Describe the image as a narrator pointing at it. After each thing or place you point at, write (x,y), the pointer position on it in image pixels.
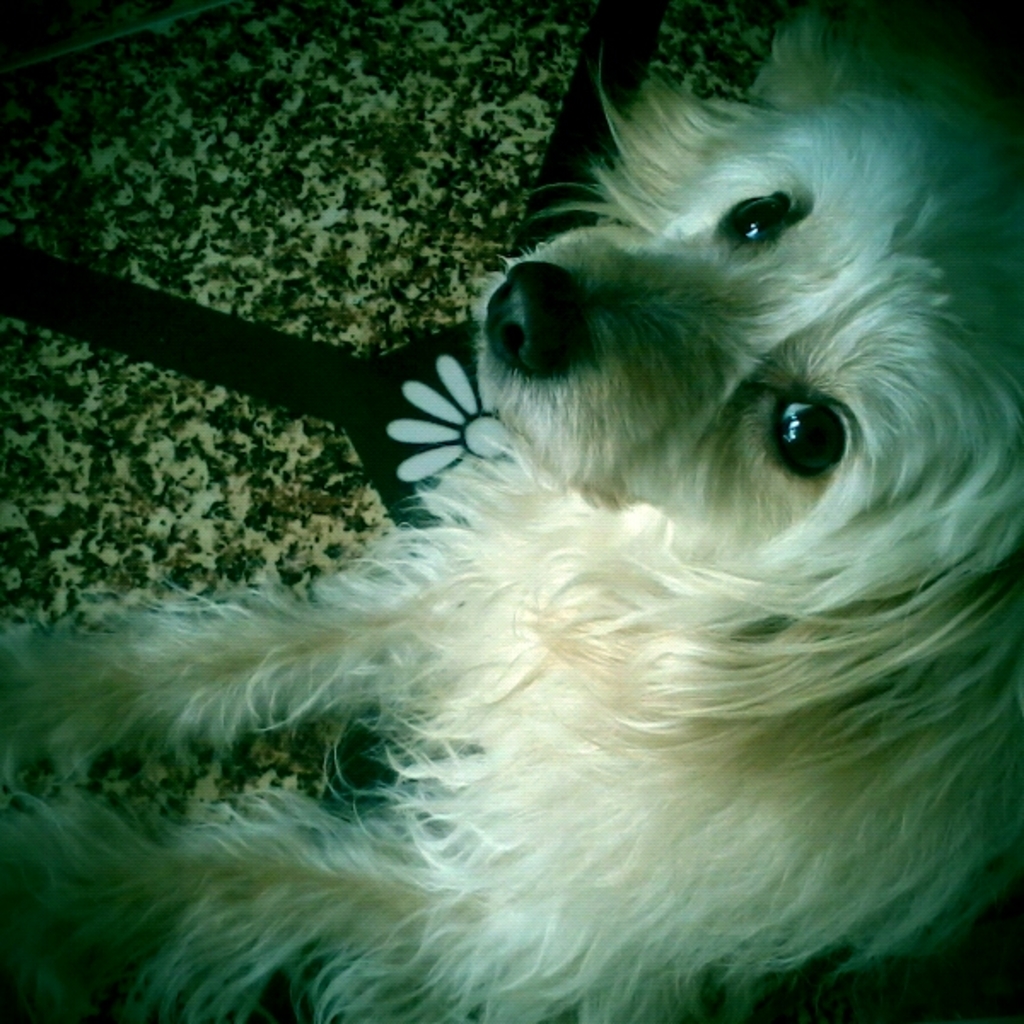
In this image we can see a dog (582,378) on the floor (443,190).
